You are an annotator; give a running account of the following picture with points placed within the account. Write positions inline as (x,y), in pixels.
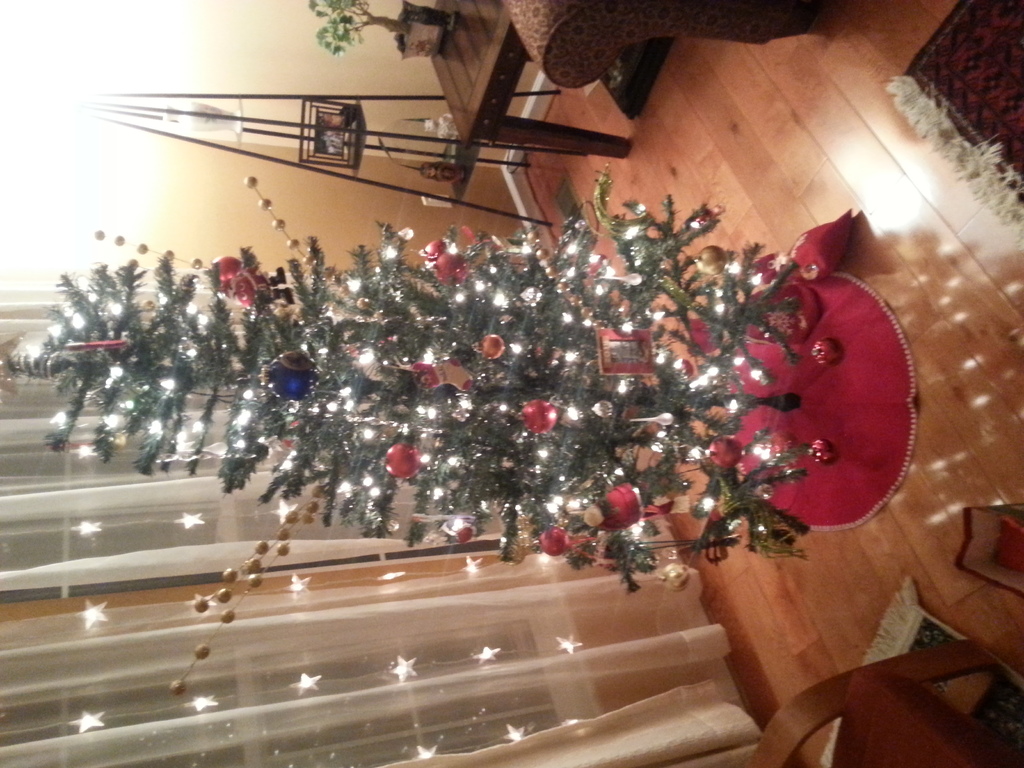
In this image I see the Christmas tree (392,425) which is decorated and I see a table (484,62) over here on which there is a plant (395,32) and I see few things (283,98) over here and I see the light (58,39) over here and I see the floor (777,103) and I see the door mats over here and I see the curtains (254,762) over here.
